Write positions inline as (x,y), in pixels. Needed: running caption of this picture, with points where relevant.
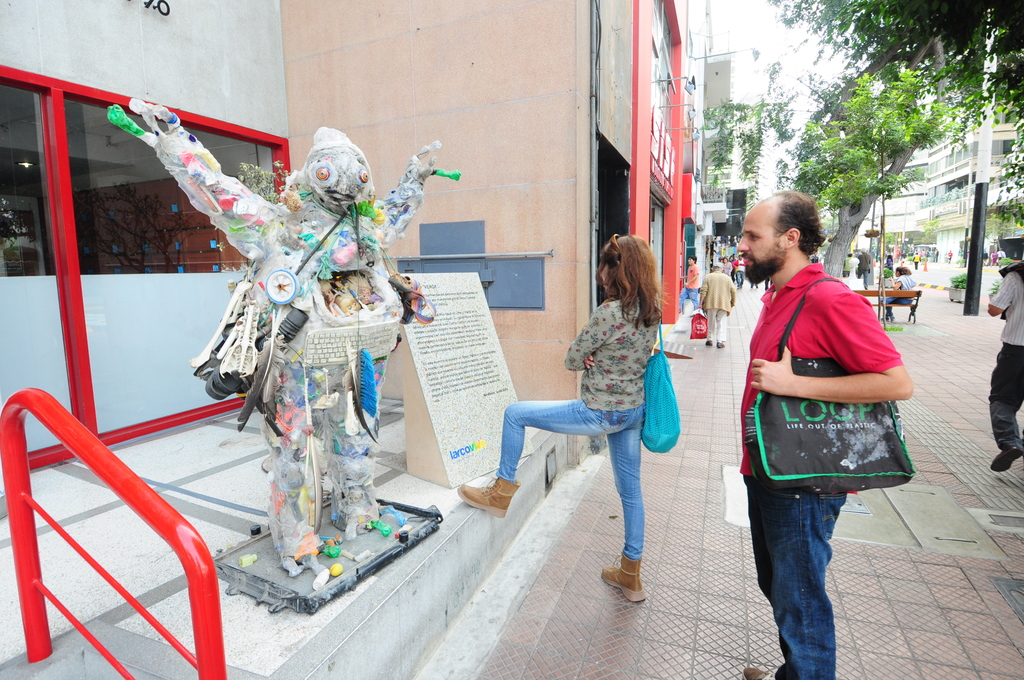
In this image I can see the ground (880,598), few persons (809,562) are standing holding bags (798,370), a statue (327,281), the railing (190,528), few persons (1008,331) standing, a person (907,274) sitting, few trees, few poles (976,284), few buildings (925,243), and few trees (751,149). In the background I can see the sky (785,73).
